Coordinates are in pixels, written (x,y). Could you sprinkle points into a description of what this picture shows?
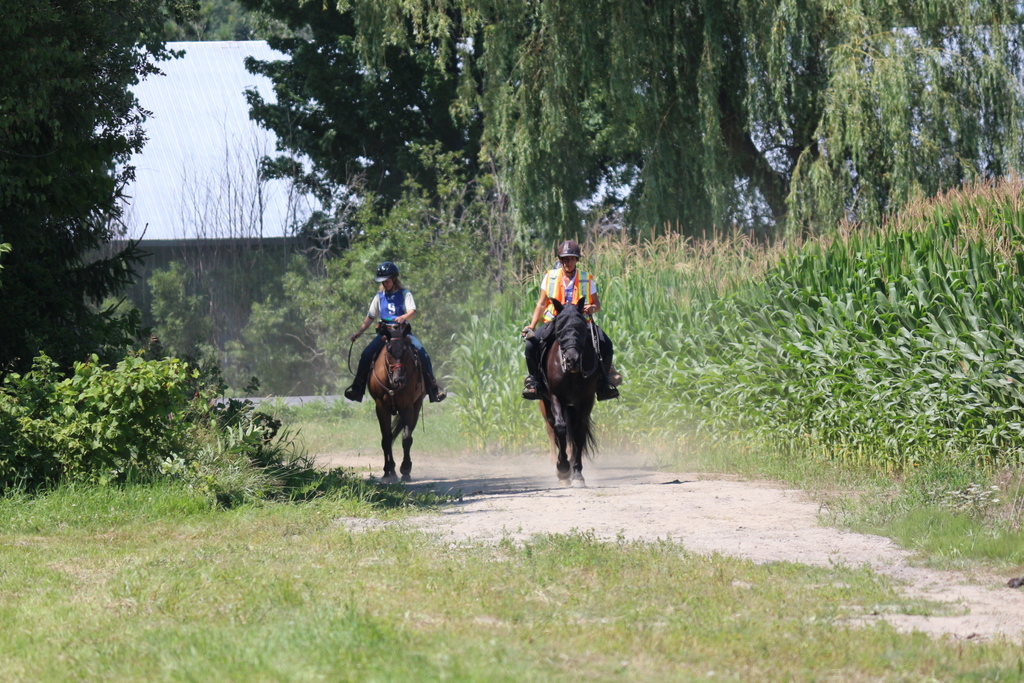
In this image, there is an outside view. In the foreground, there are two persons (538,309) wearing clothes (358,371) and riding horses (544,383). There are some plants (272,419) on the left (179,452) and on the right side of the image (897,357). In the background (778,190), there are some trees (668,14).
